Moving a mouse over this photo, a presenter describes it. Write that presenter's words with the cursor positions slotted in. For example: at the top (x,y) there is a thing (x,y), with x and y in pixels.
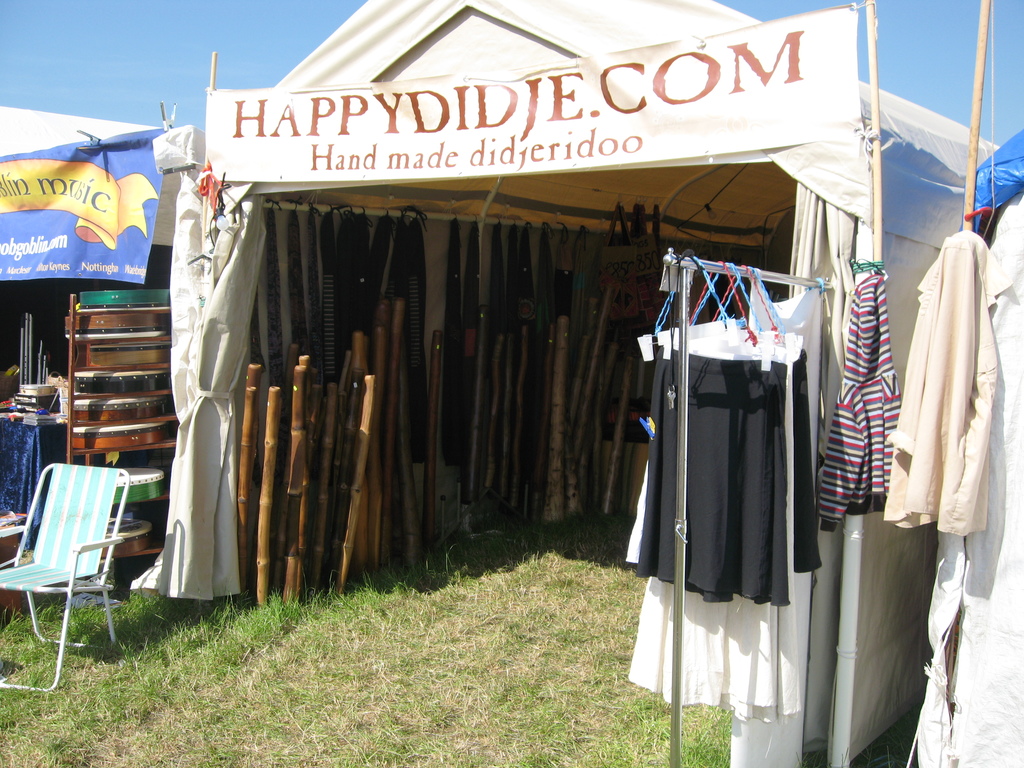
At the bottom of the picture (433,673), we see grass (529,624). On the right side (801,293), we see a hanger (725,313) to which clothes (668,637) are hanged. We see wooden sticks (326,431) and belts (304,293) are hanged under the white tent (836,145). We see a white banner (438,119) with some text (739,73) written on it. Beside that, we see a chair (61,591) and wooden objects (144,357) are placed under the white tent (21,122). On the left side (146,209), we see a blue banner (60,243) with some text (94,198) written on it. At the top of the picture (129,94), we see the sky (158,88).
